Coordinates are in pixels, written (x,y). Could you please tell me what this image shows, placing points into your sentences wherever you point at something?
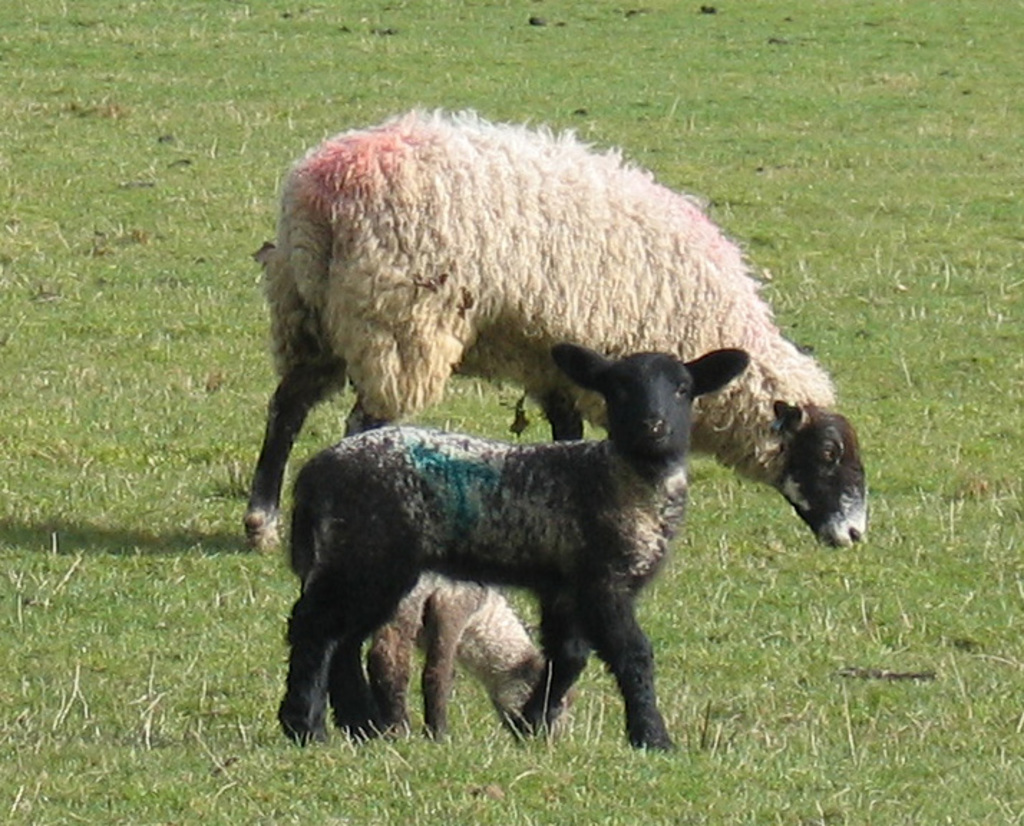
In this image we can see three sheep (498,692) on the ground (176,272) and also we can see the grass (217,446).
